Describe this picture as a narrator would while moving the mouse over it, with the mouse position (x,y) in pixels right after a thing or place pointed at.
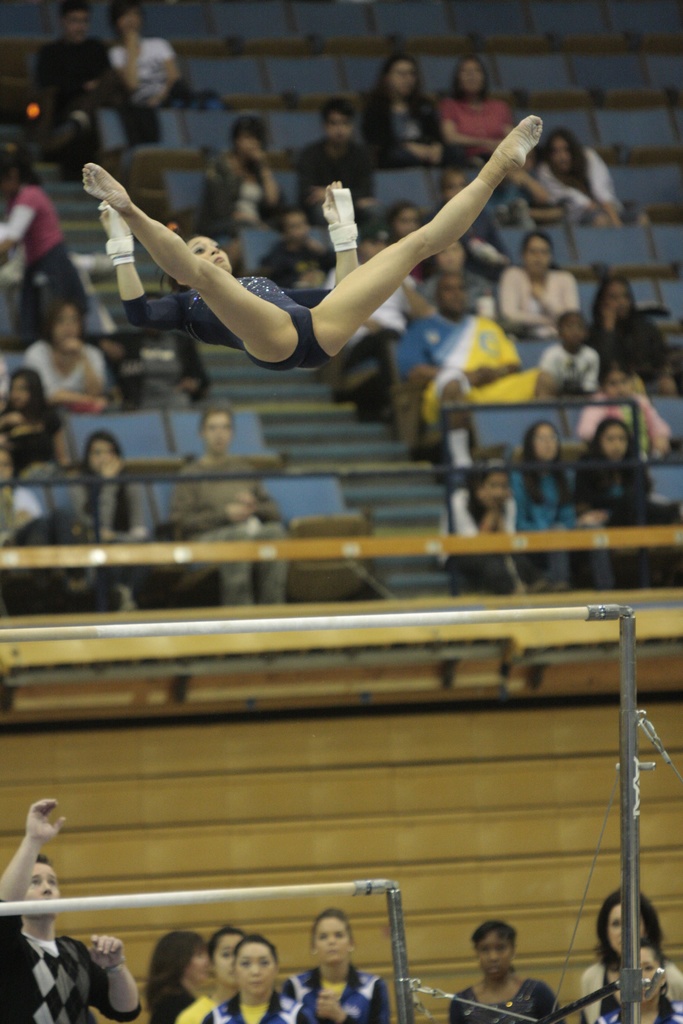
In this image I see a woman (385,278) over here and I see the rods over here and I see few people (44,997) over here. In the background (328,282) I see few more people (654,334) who are sitting on chairs (340,79).
